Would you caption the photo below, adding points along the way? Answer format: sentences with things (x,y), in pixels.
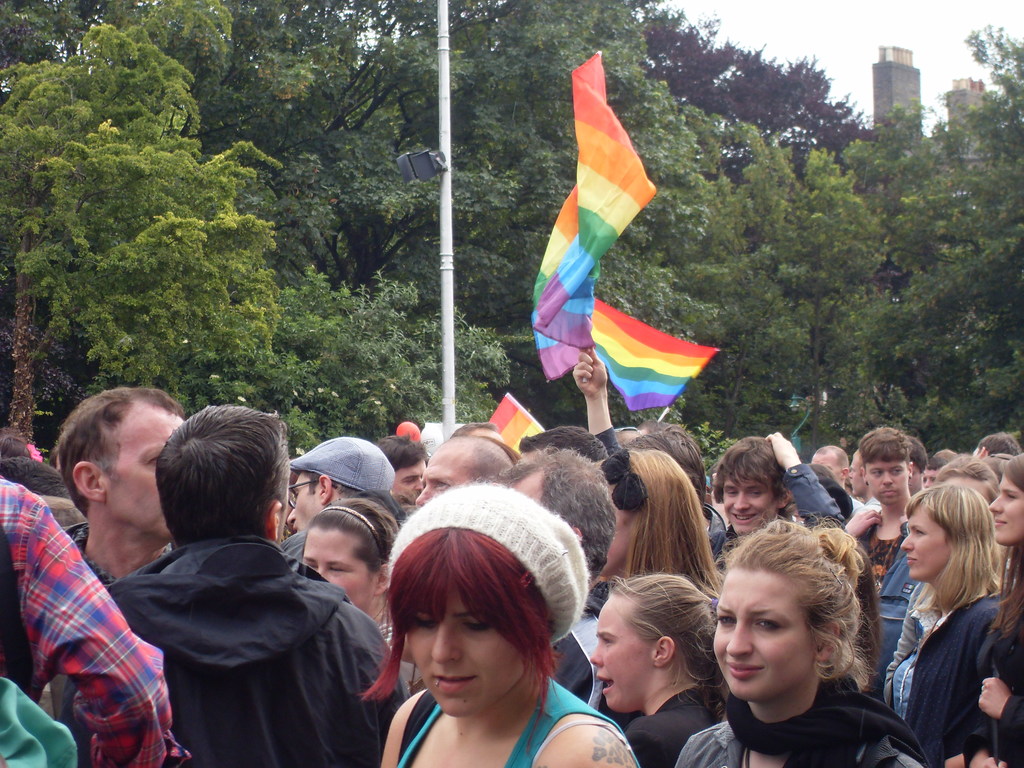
In this image there are few people (556,562) some are holding flags (584,300) in their hands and there is a pole (446,191). In the background (376,179) there are trees (511,253) and buildings (898,97).
